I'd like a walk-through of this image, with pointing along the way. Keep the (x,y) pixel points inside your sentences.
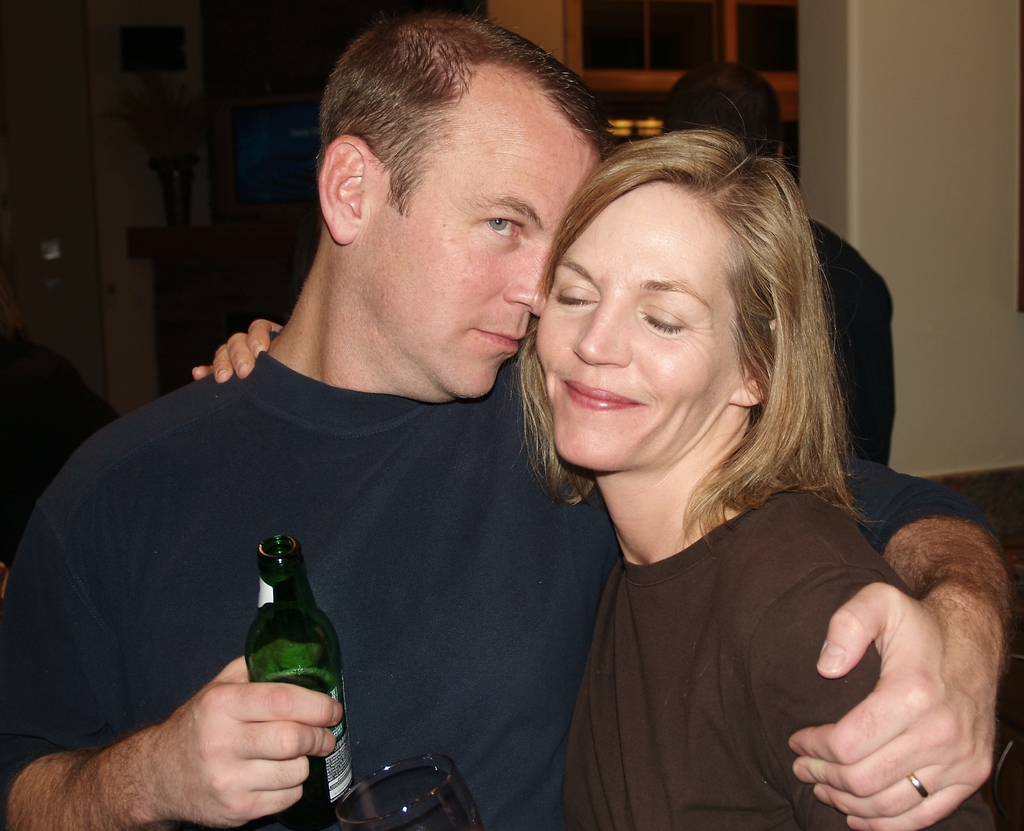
In this image I can see a man (285,501) and a woman (603,348). I can also see she is smiling and he is holding a bottle (307,629). In the background (716,103) I can see one more person (839,248) and here I can see a glass (456,799).
